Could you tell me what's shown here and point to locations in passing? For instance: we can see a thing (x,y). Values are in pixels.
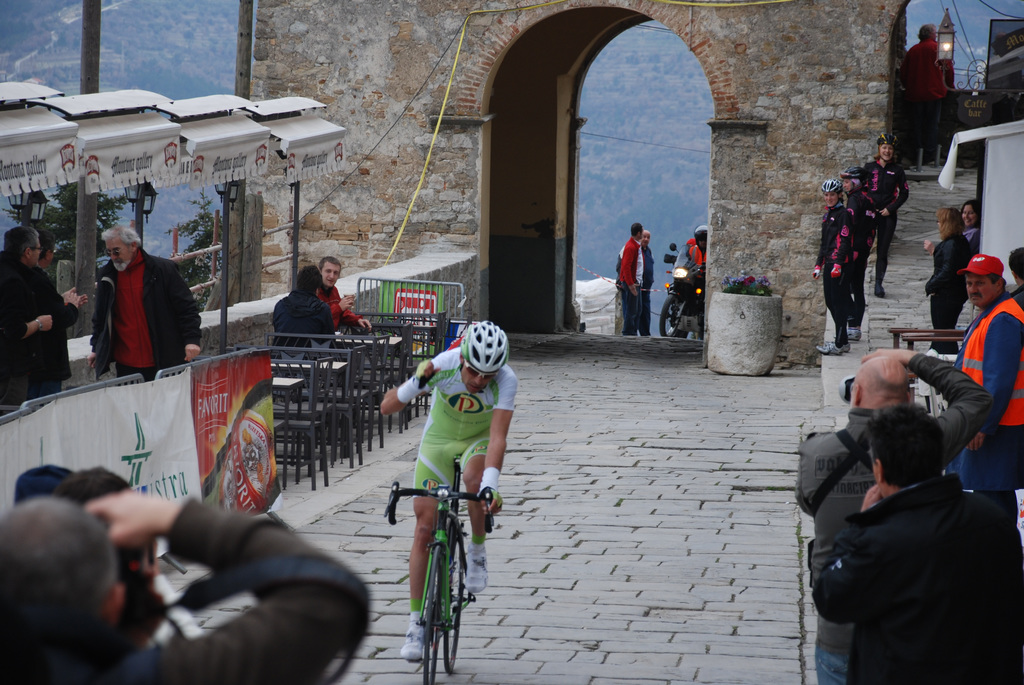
In this picture a guy (464,470) is riding a bicycle (452,496) with the uniform (505,402) and helmet (503,352). In the background (983,313) we find many spectators (983,313) and camera man (870,399) clicking the pictures.
